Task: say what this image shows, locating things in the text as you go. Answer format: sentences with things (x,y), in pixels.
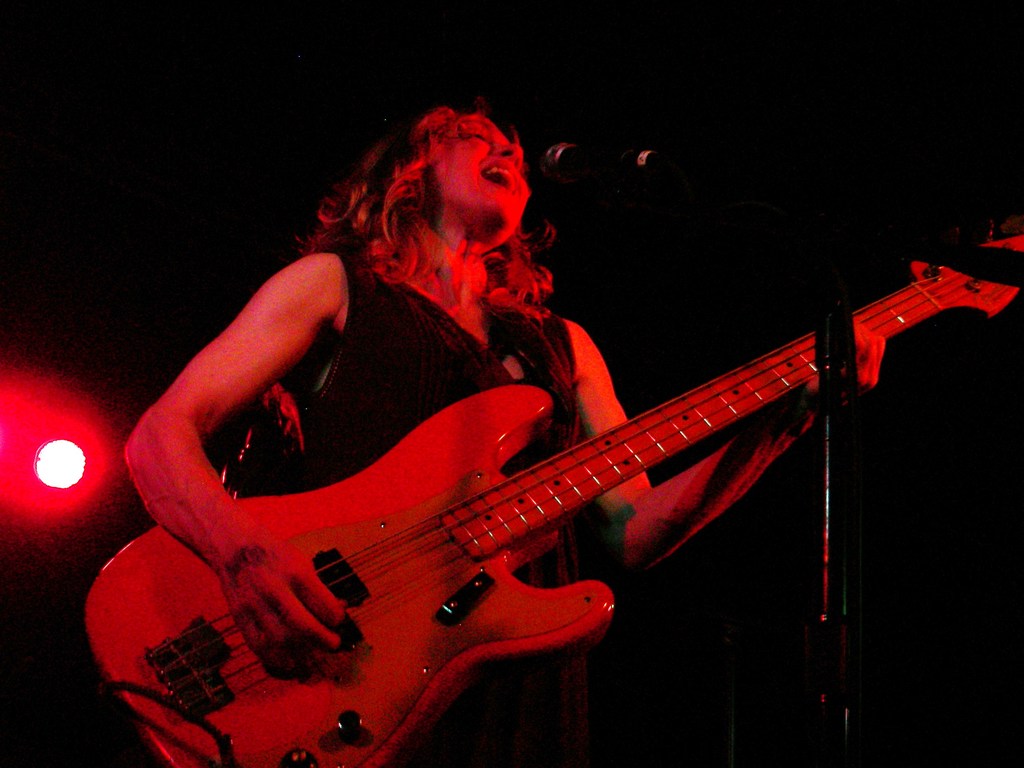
In this image there is a woman (389,283), she is playing and she is singing. At the front (615,152) there is a microphone (632,166) and at the back (39,456) there is a light (23,470).
